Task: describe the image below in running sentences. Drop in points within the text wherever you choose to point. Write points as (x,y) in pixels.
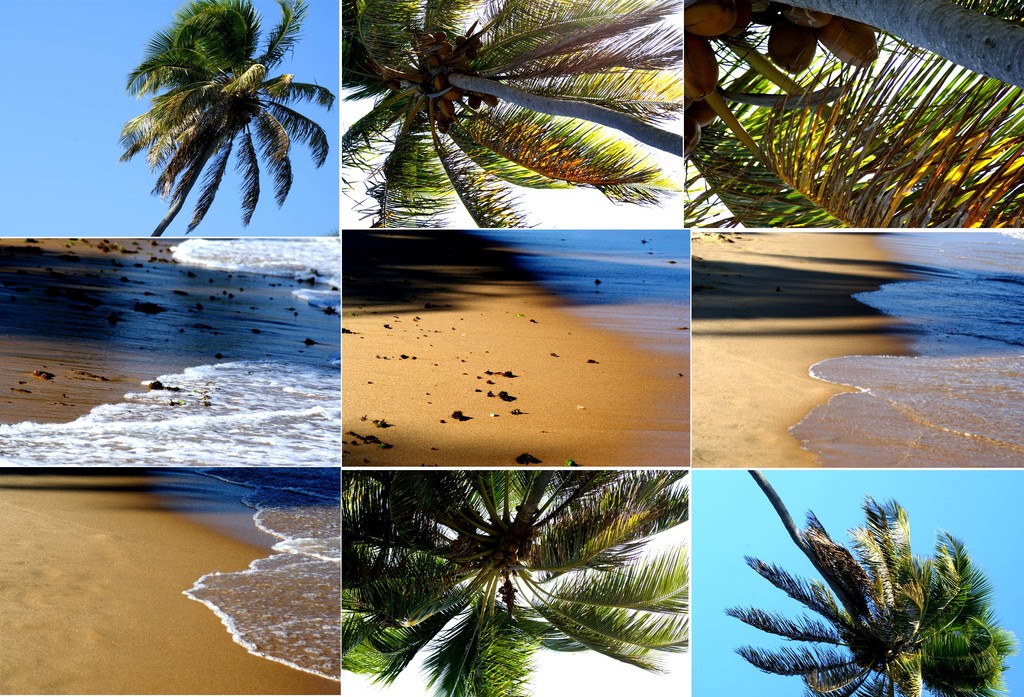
In this picture we can see a collage picture, here we can see water (848,361), sand (778,360), trees (681,493), coconuts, sky (682,525).
